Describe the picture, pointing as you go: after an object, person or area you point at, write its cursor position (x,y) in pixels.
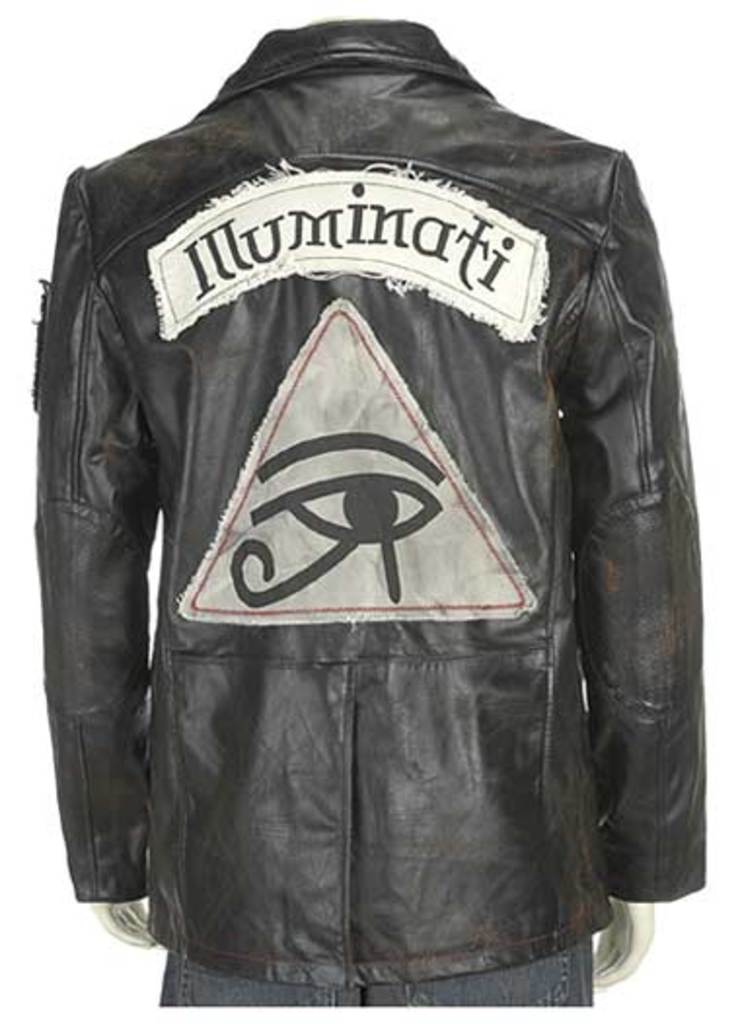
In this picture, we see a headless mannequin (106,906) wearing a black jacket (328,708) and the jeans (522,981). In the background (128,66), it is white in color.
